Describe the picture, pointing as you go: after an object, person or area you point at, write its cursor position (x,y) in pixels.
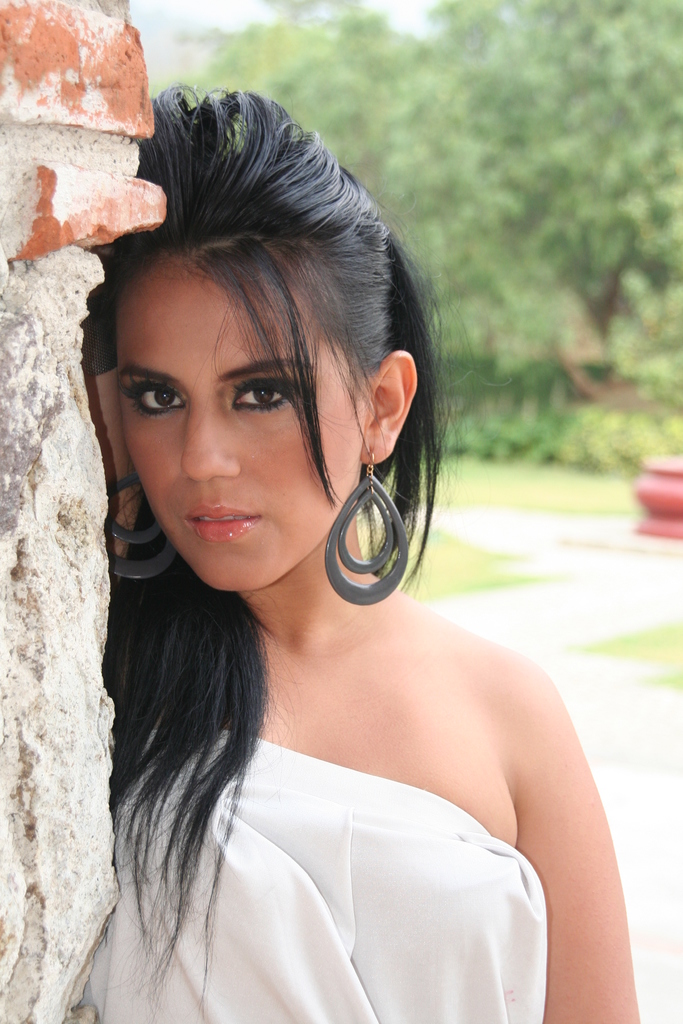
In this image we can see a woman (357,760) standing beside a wall (111,721). On the backside (611,452) we can see some trees (448,201) and the sky (202,27).
